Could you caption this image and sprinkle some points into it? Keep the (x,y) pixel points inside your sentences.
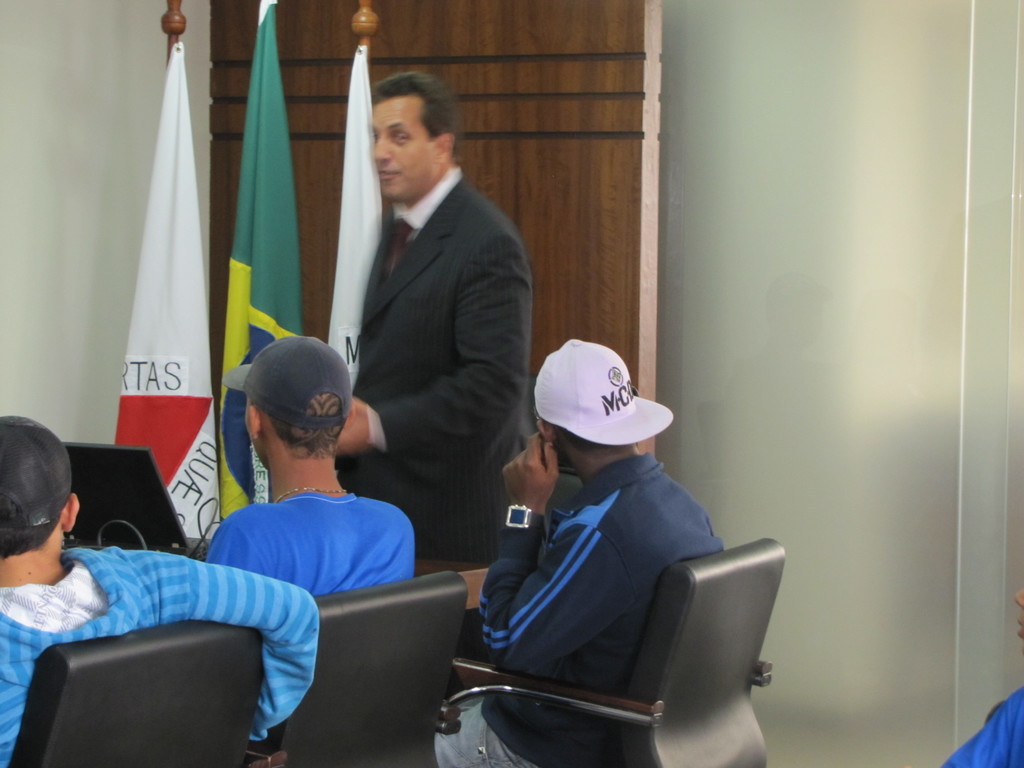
In this image i can see 3 persons (340,389) sitting on the chairs (416,682) and a person (527,277) standing in front of them. In the background (790,198) i can see a wall (758,187) and three flags (269,183).
